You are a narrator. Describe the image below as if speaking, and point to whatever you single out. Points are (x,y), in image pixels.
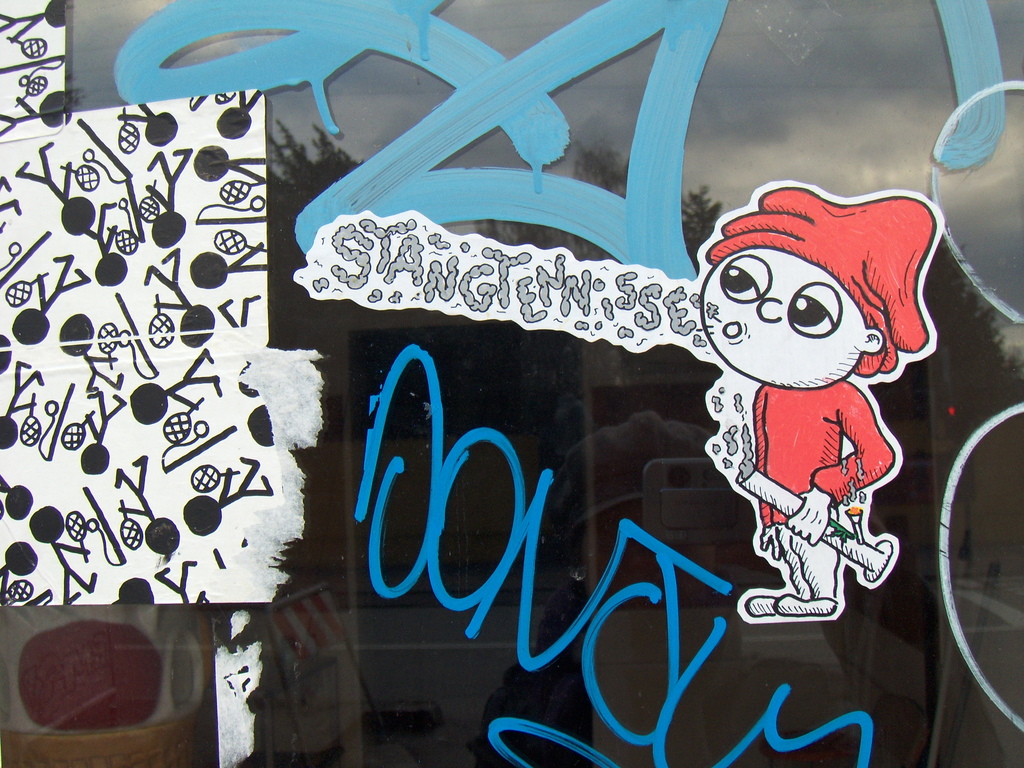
In this picture we can see an art (718,410) on the glass (677,401).
